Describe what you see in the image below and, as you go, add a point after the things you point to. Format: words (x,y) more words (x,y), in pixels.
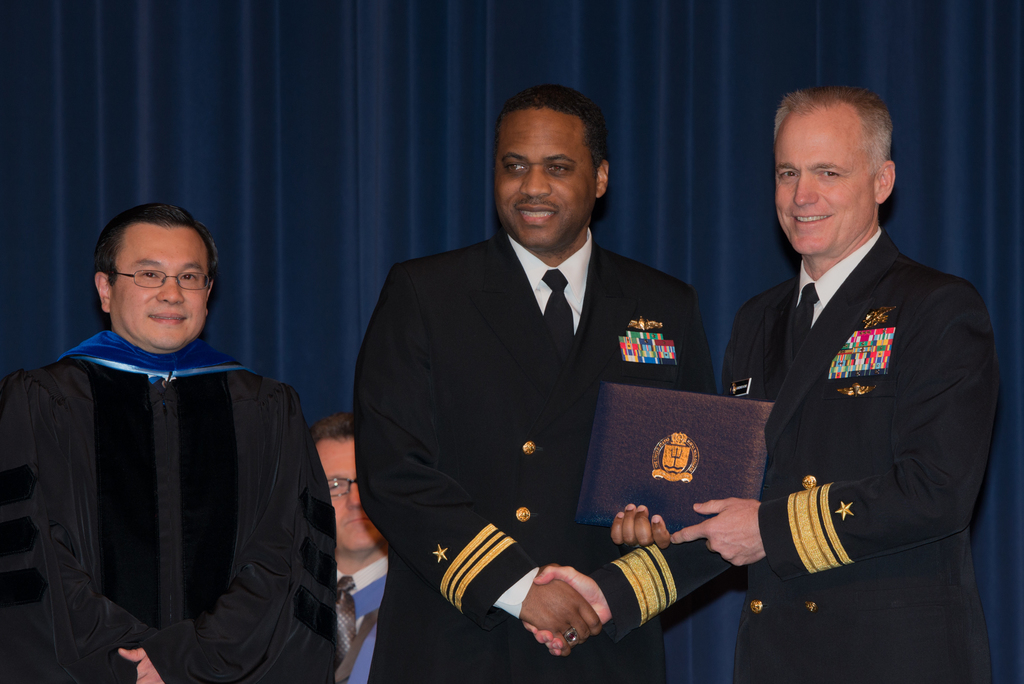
In this image we can see three persons (555,418) standing. In the back (376,547) there is another person (366,561). Two persons (153,308) are wearing specs (153,272). And two other persons (532,404) are holding something in the hand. In the background (413,119) there is curtain (729,94).
